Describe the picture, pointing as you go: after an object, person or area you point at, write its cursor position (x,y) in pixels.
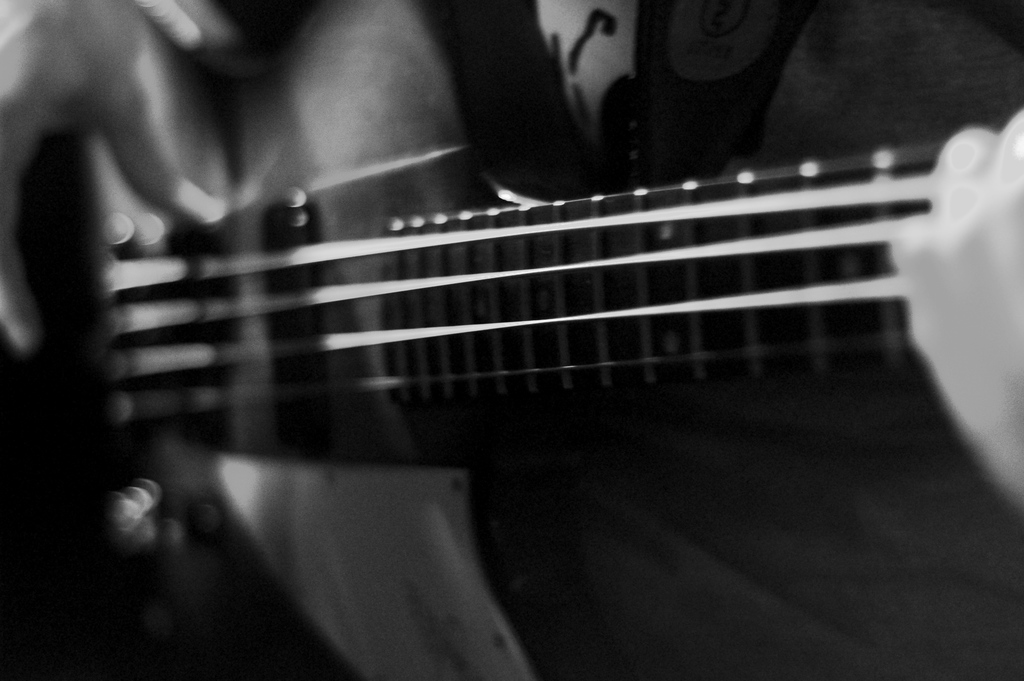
In the picture we can see a black and white photograph of a guitar (502,303) with strings (188,313) and a part of person hand (919,317) on it.
